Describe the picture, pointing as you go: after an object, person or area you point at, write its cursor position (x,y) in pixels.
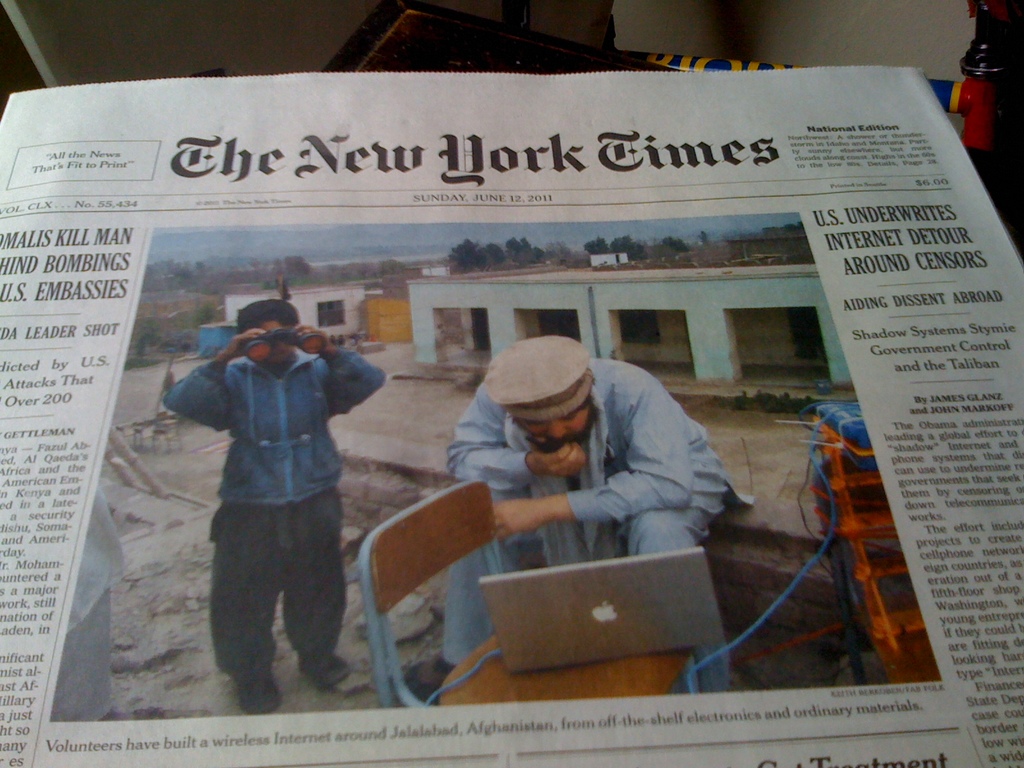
This picture shows a newspaper (471,119) on the table (467,57). We see couple of men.
